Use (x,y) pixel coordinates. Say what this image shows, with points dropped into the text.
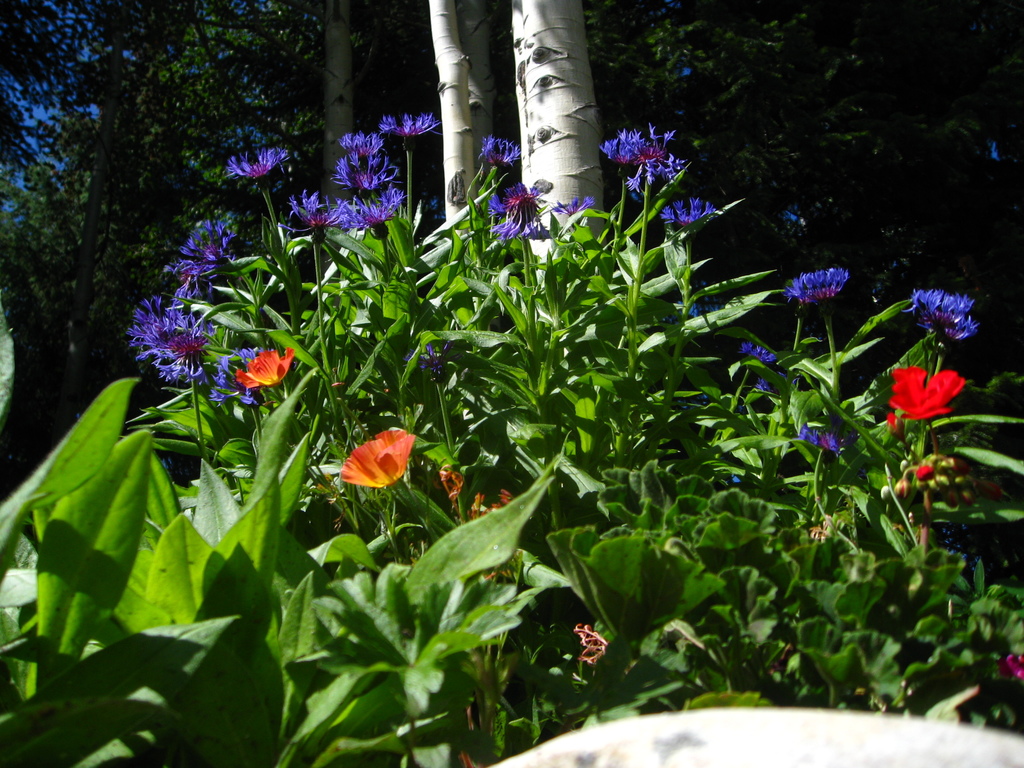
In this picture, we see plants (528,426). These plants (436,560) have flowers (398,436) and these flowers (333,217) are in violet, red and orange color. Behind that, we see the stems (533,117) of the trees (563,102). There are trees (436,105) in the background (463,114).
